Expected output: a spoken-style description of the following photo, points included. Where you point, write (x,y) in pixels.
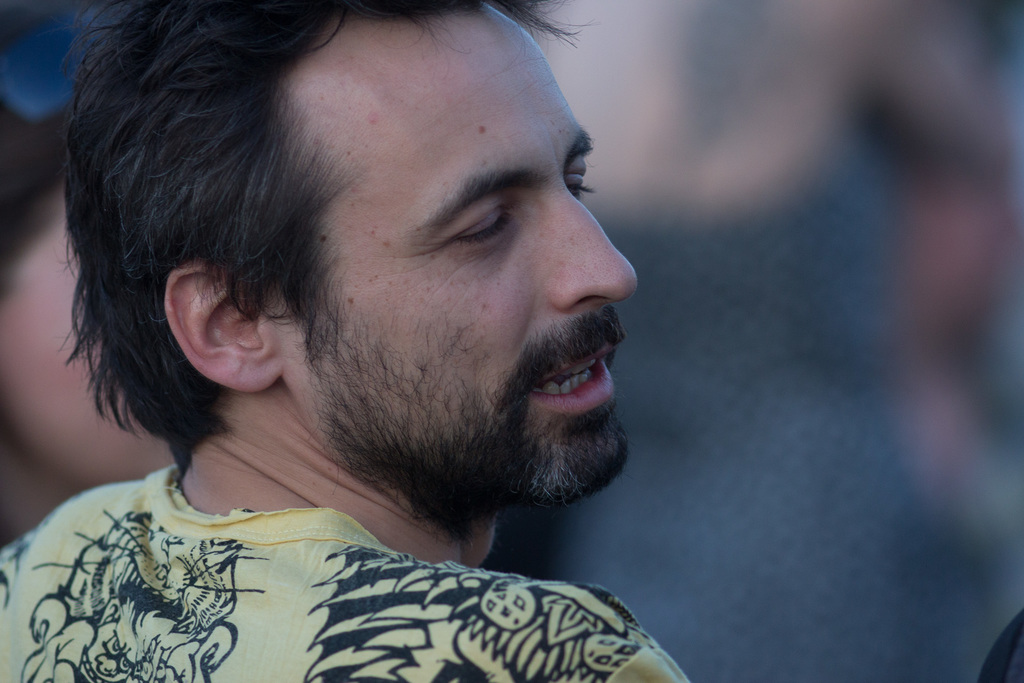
In the foreground of this picture (196,375) we can see a man (404,382) with a beard (462,461) and mustache (571,327). The background of the image (824,327) is blurry and we can see some other objects (2,195) in the background (703,316).
